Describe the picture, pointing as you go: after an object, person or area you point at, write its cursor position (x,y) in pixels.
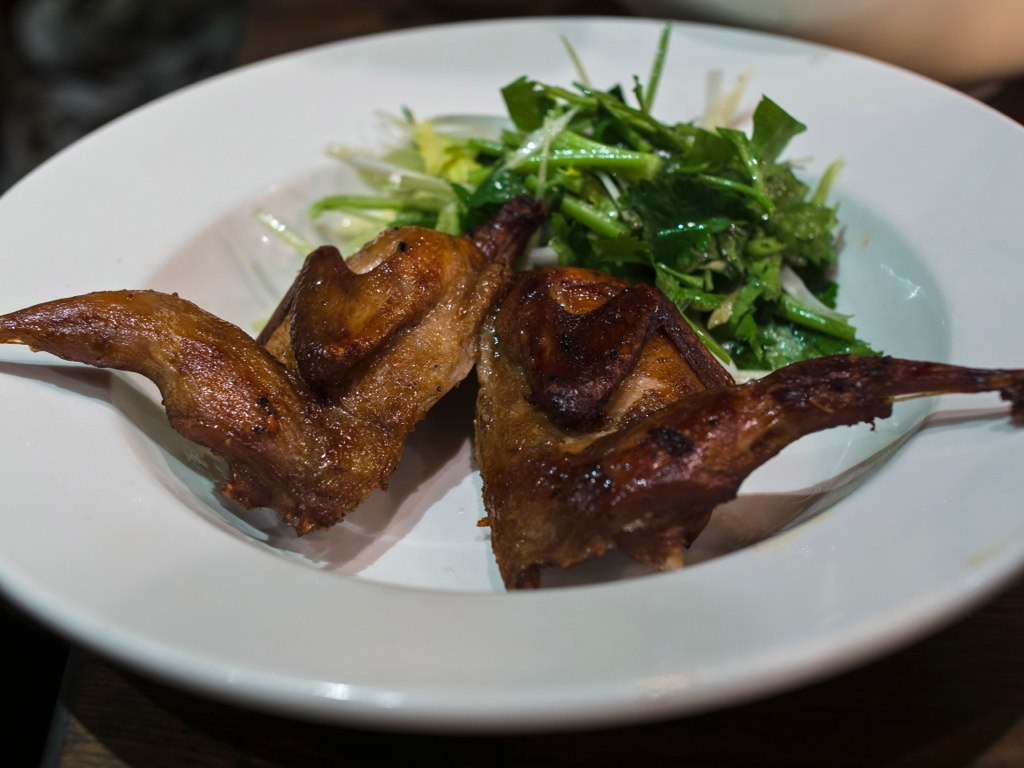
In this image, we can see food (407,253) on the plate (169,492), which is placed on the table (241,731).
